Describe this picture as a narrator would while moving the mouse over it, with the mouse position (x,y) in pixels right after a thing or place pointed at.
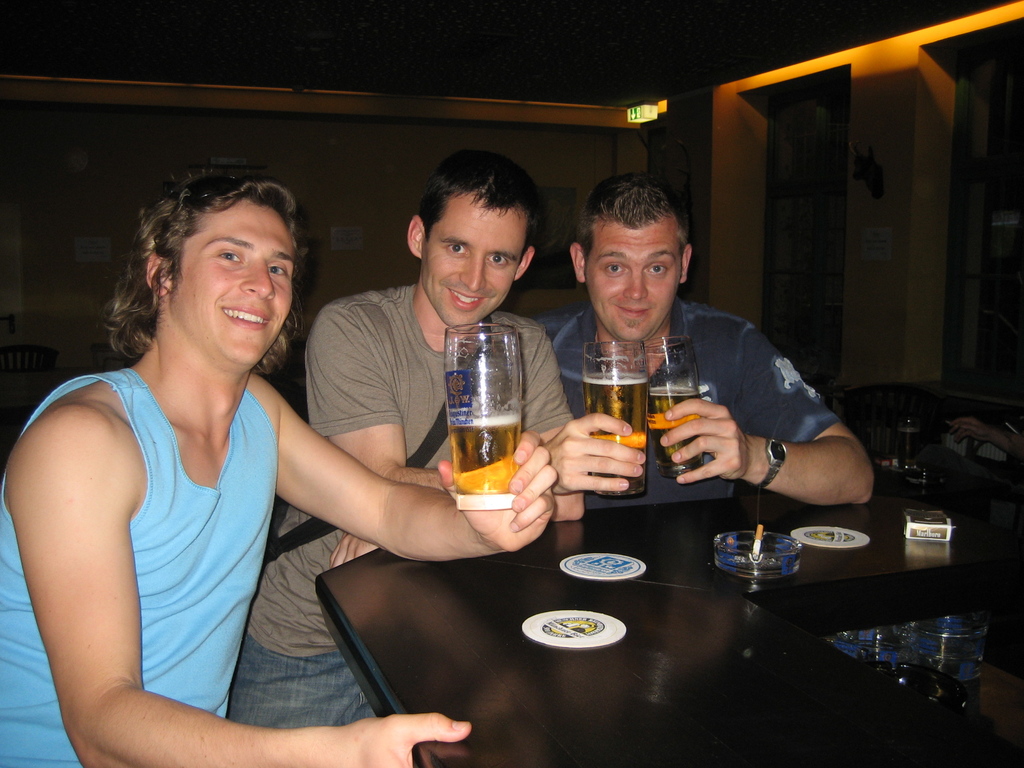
In this picture we can see three persons (220,748) in the middle (630,294). These are the glasses (638,367) and this is the table (718,708). And on the background (549,112) there is a wall (433,115). And this is the light (826,66).
